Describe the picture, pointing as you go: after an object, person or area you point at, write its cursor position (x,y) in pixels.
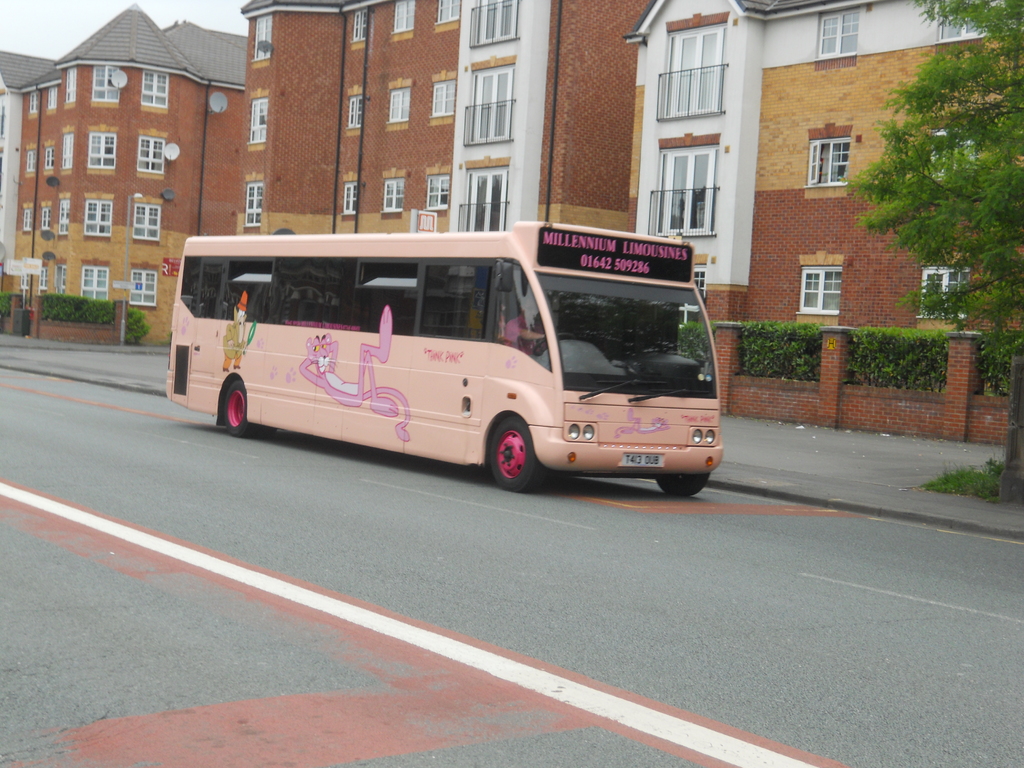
At the bottom of this image (447,603), there is a white color line (43,504) on the road (525,528), on which there is a bus (371,438). In the background (149,289), there are buildings (760,34), which are having windows (821,30) and roofs (107,52), there are plants (1008,342), a tree (937,276) on a footpath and there are clouds (67,22) in the sky (42,27).
